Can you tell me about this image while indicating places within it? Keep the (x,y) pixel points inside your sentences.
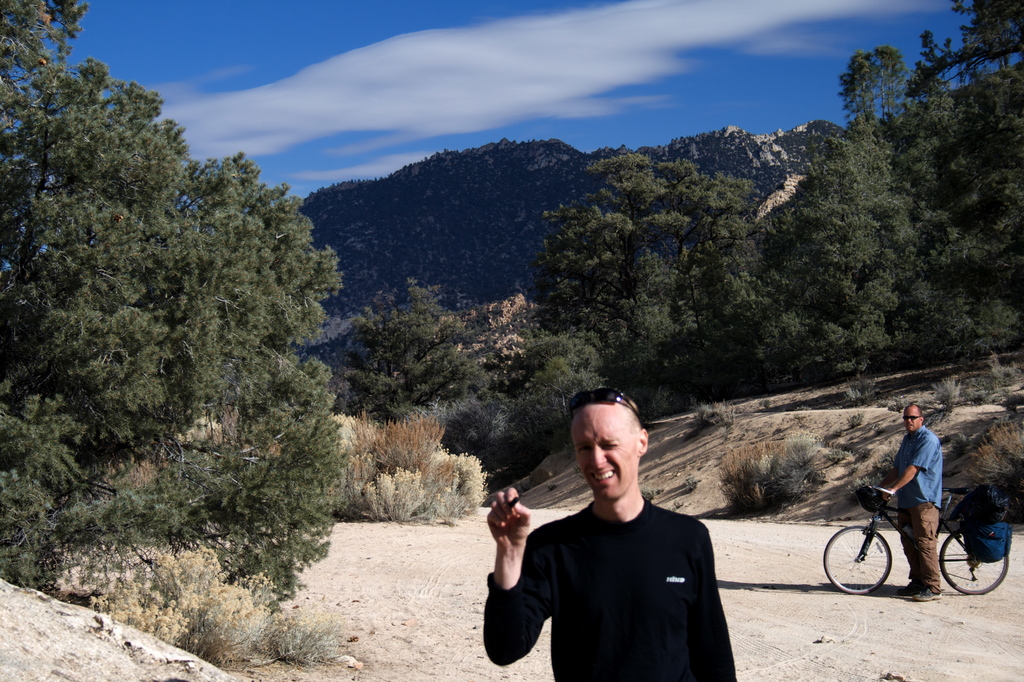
There is a man (604,432) standing in trees (659,307) and hills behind him there is other man (899,458) standing holding bicycle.
